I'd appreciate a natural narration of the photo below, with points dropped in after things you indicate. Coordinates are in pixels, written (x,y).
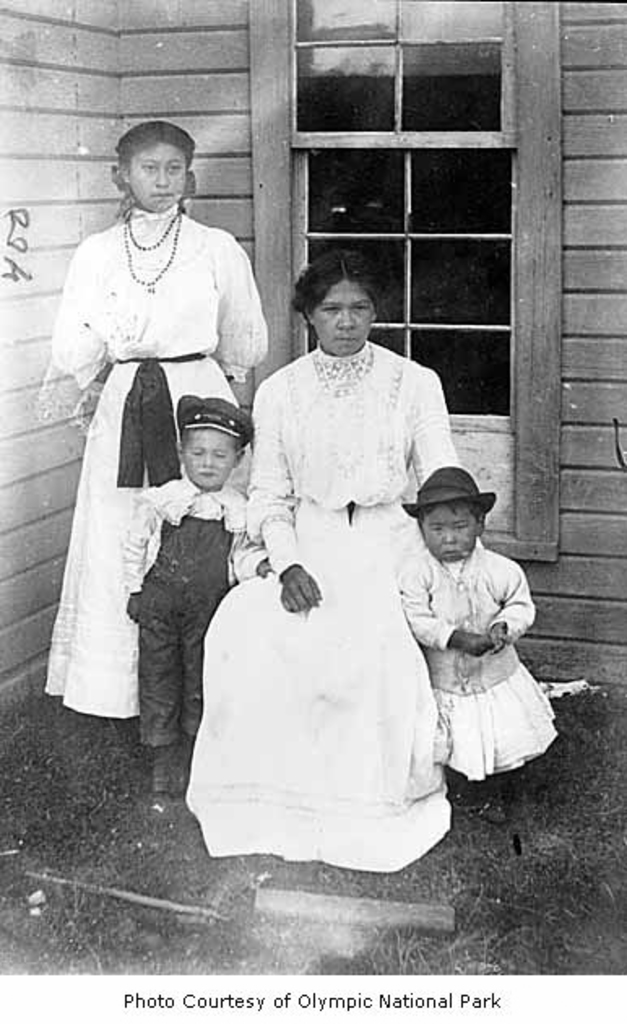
In this picture we can see an old image of two women (239,381) with two small kids (202,492), one woman (327,435) sitting in front (332,426). Behind there is a glass window (484,265) and wooden panel wall (602,74).
